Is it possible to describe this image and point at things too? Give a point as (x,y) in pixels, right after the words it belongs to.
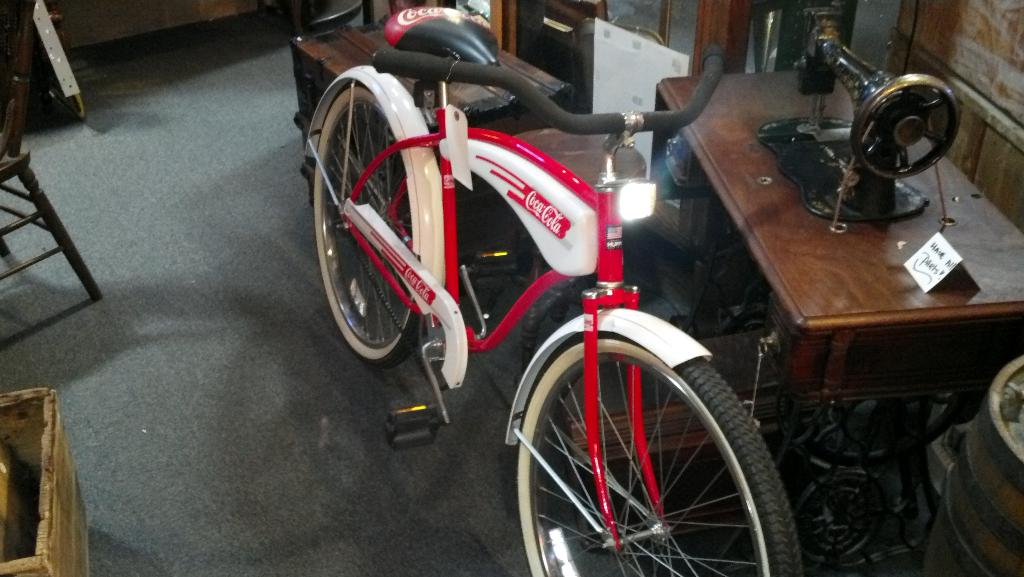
In the center of the image (367,326) we can see a bicycle (556,265). We can also see a sewing machine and a paper (929,261) on it, a barrel (967,521), a table (910,515), a wooden container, a chair (67,247), and a wall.
